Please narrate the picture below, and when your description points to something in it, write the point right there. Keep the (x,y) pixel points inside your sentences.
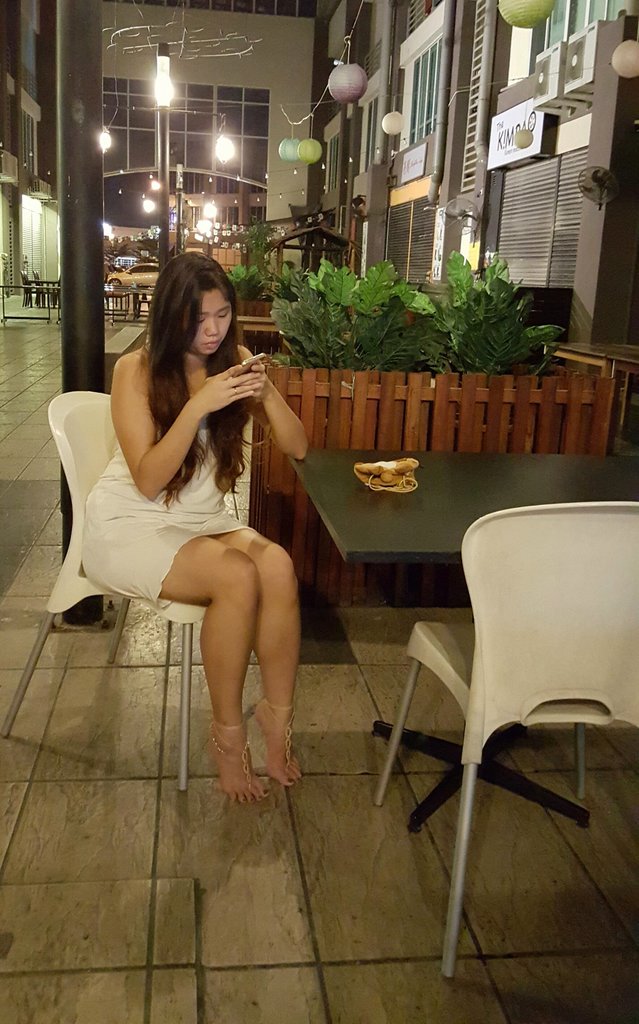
In this image there is a woman (121,475) with white dress (147,517), she is sitting and holding the phone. There is a table (514,485) at the right (452,479) and there are plants (387,303) behind the table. At the top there are lights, at the back (442,144) there is a pipe (450,37) on the wall (490,122).
